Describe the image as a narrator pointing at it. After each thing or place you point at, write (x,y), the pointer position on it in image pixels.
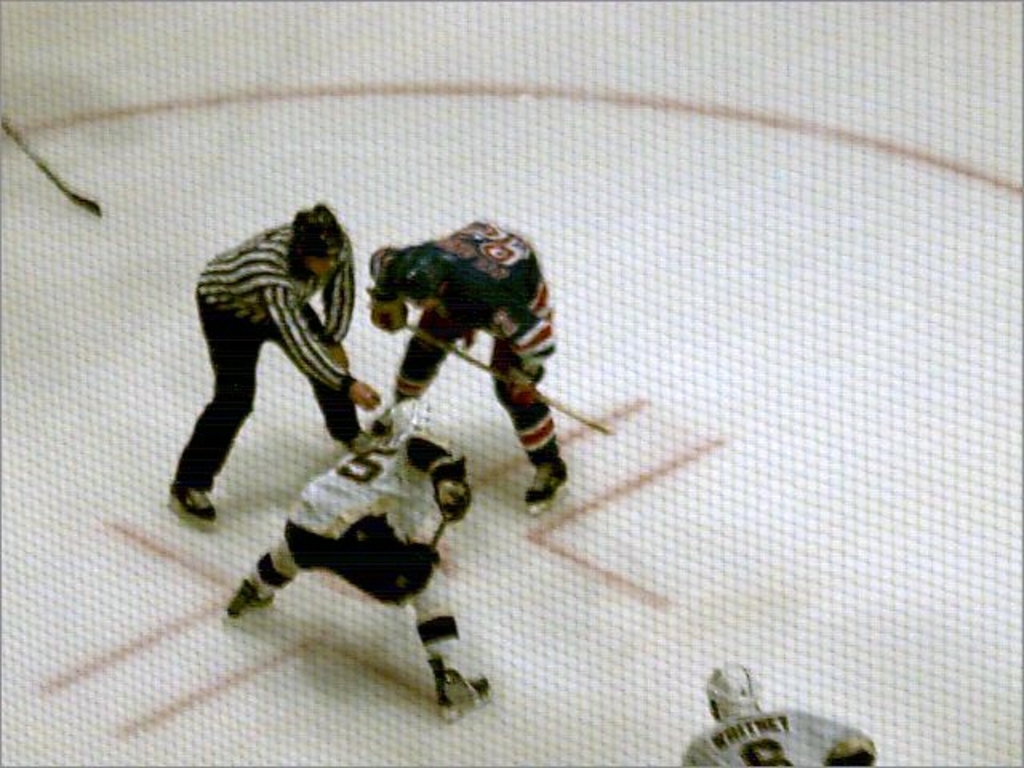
In this image few persons (324,404) are standing on the floor (689,602). A person (535,383) is holding a stick (562,411). A person (347,509) wearing a white sports shirt (386,495) is wearing a helmet (409,428). Left top a hockey stick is visible. Bottom of the image (722,692) there is a person (750,672) wearing a helmet (730,671).
